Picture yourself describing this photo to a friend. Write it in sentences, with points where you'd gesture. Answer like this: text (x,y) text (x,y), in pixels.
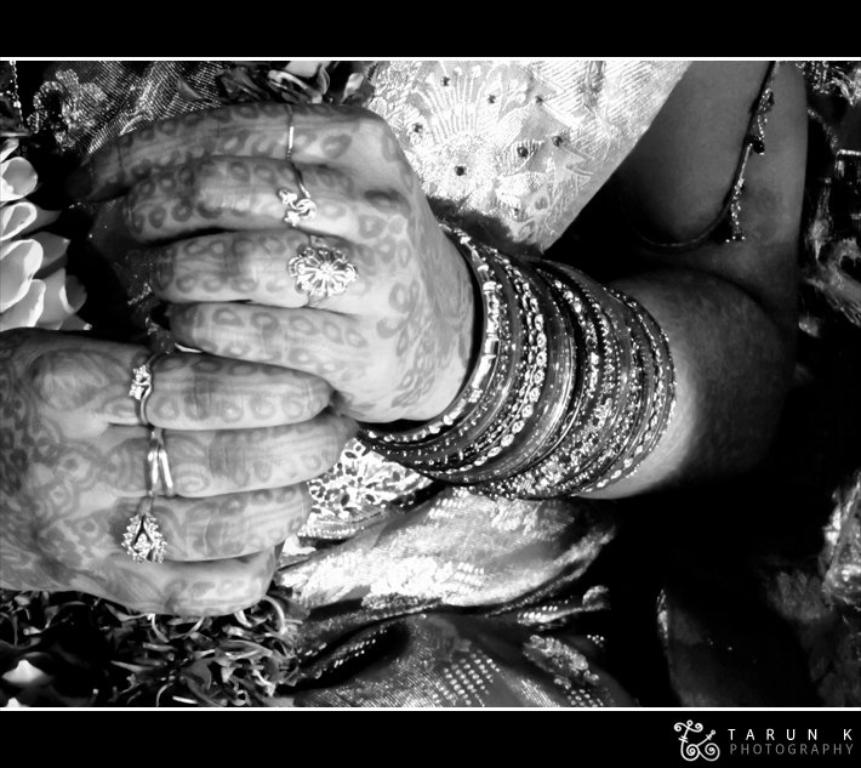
As we can see in the image there is a person (469,521) wearing saree (446,530), garland (44,211), bangles (505,451) and rings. The image is little dark.
